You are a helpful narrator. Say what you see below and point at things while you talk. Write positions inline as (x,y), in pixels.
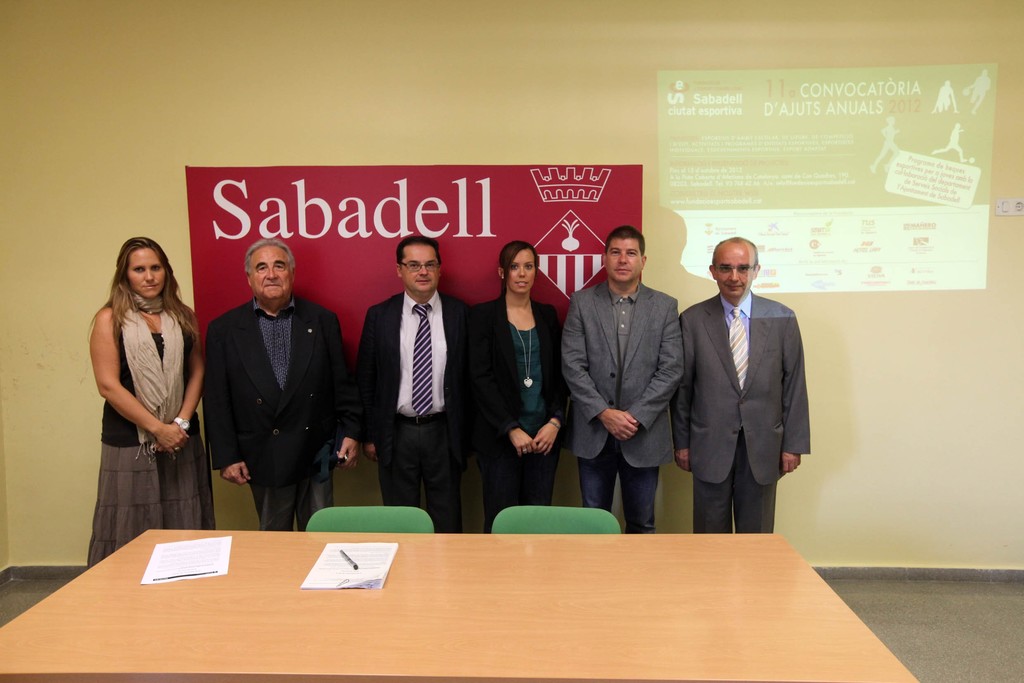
In this image we can see a group of people (503,379) are standing on the floor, in front (417,632) here is the table (486,586), and papers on it, here are the chairs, at back (17,374) here is the wall (53,346).
